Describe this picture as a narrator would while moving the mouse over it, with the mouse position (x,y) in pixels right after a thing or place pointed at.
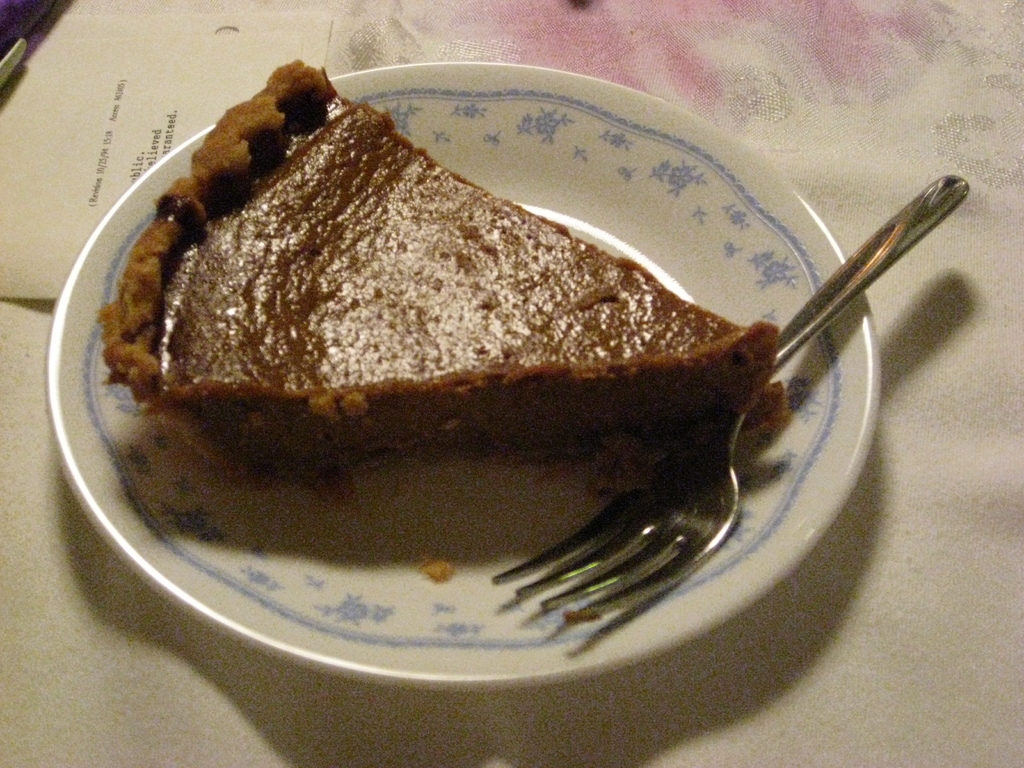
We can see plate (532,650), cake (544,449), fork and paper (249,84) on the tablecloth (1013,400).
